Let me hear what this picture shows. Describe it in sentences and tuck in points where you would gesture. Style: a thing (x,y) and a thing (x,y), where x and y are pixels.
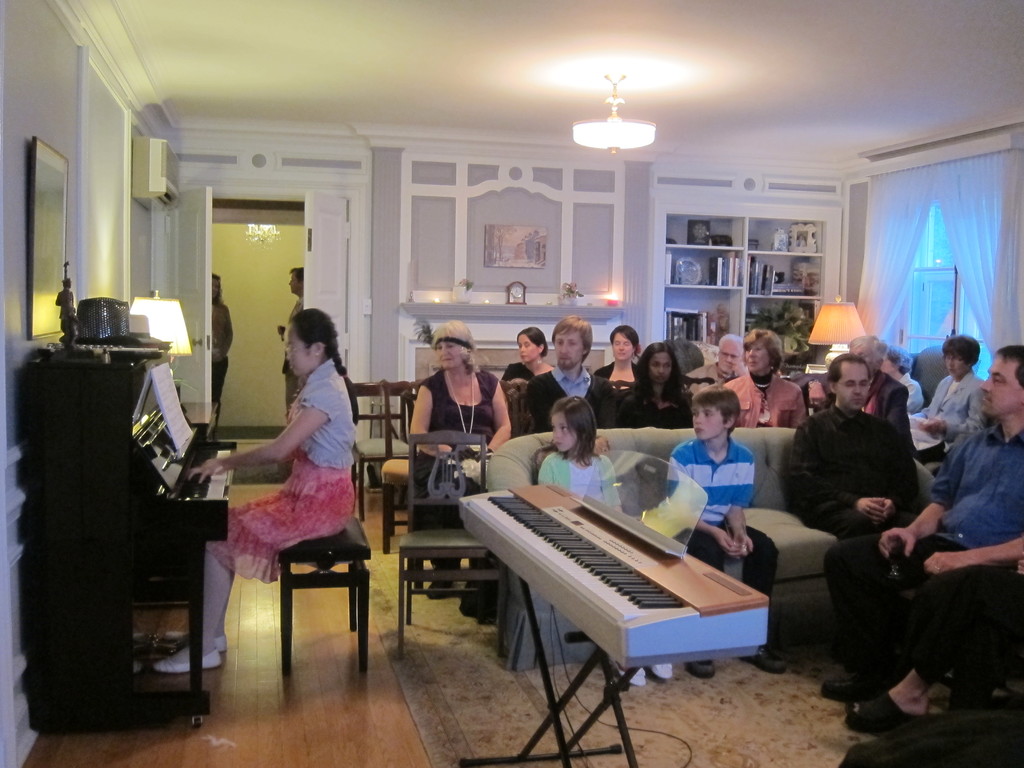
In this image a woman (182,668) at the left side (169,662) is sitting and playing a piano (187,586). On top of piano (199,697) there is an idol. Beside to it there is a lamp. On the top of piano (85,378) a picture frame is attached to the wall (127,226) and a air conditioner (138,143) is also fixed to the wall (120,182). Beside there is a door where two persons (283,386) are standing. At right side of image (1010,518) few persons (1013,503) are sitting on chairs (404,454) and three persons (841,414) are sitting on sofa (604,448). In front (490,494) side of image there is a piano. Background (667,335) there is a shelf (721,297) having some books (728,281). Top of roof (682,94) a light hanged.
